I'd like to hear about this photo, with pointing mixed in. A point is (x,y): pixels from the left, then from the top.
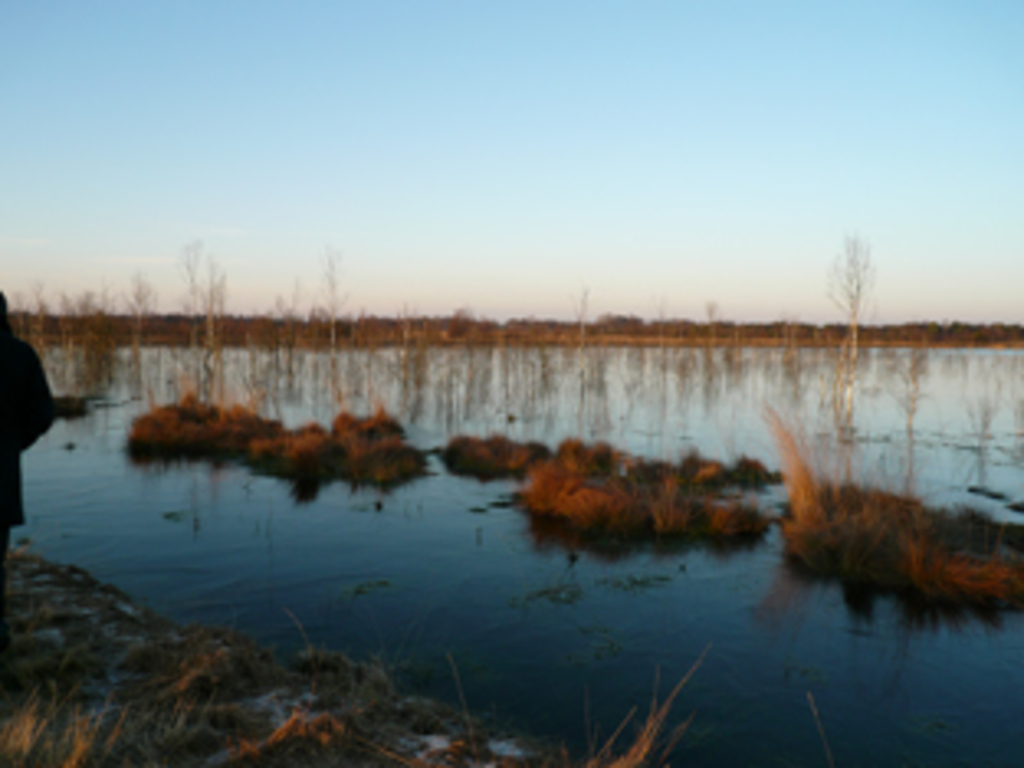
In this image there is a lake (981,485) on which we can see there is some grass (878,497) and plants (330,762).
